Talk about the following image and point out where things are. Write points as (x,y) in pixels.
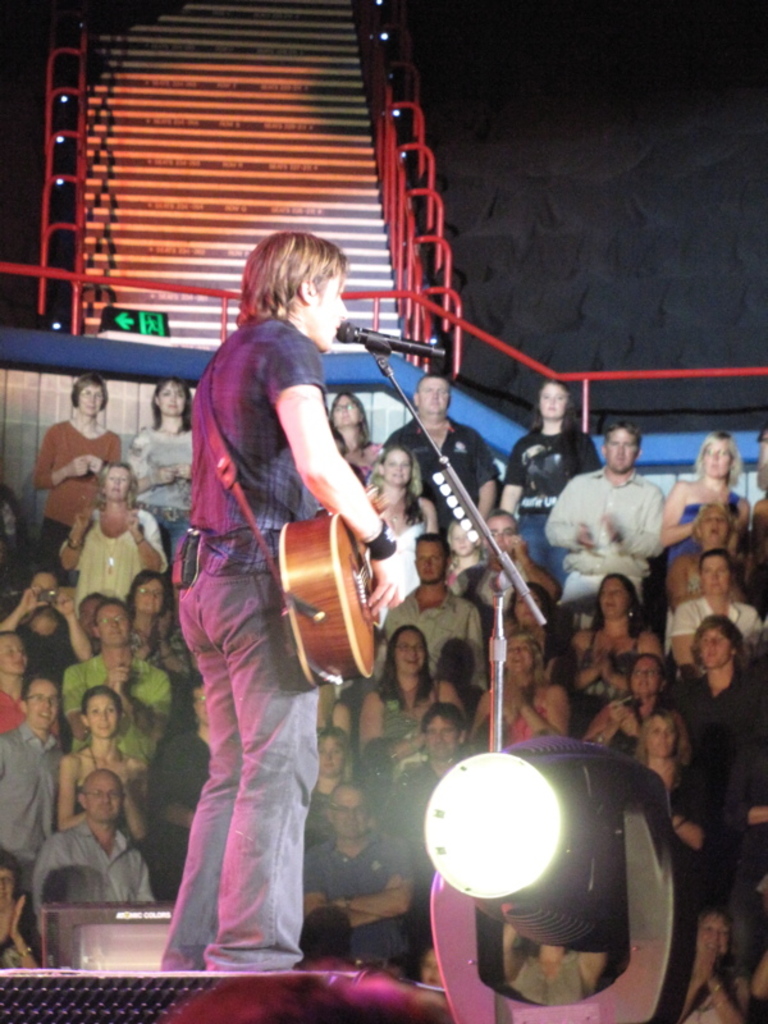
This image is clicked in a concert. In the front (304,603), there is a man (272,656) playing guitar (311,583). To the bottom right (553,827), there is a light (533,858). In the background (439,639) there is crowd (439,639). At the top (283,166), there is a stand (325,160).
